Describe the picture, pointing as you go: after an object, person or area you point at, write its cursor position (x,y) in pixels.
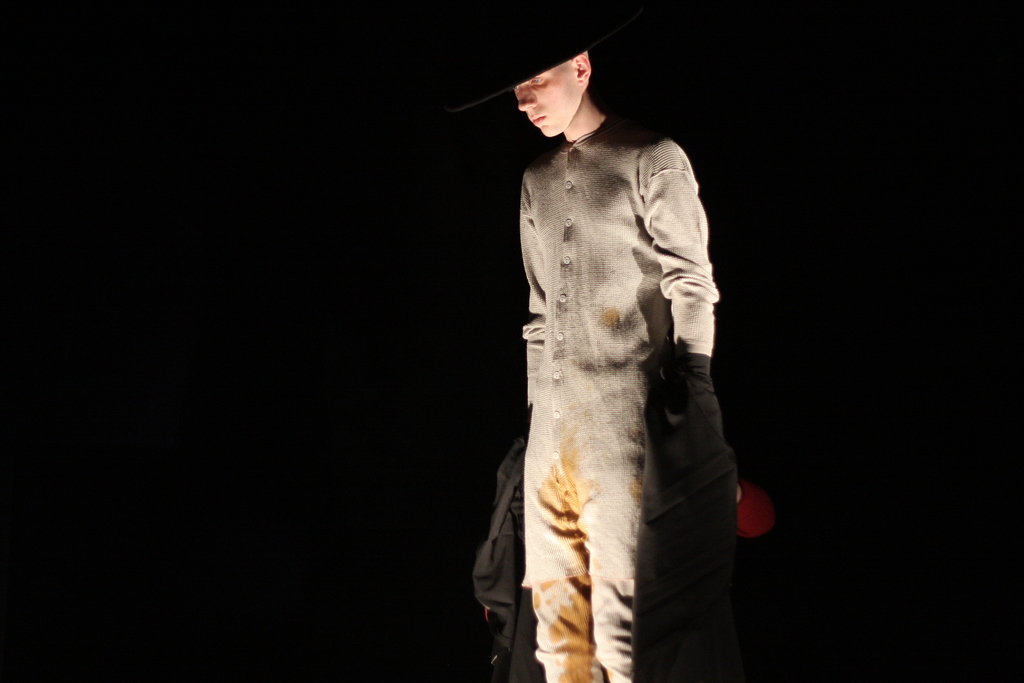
In this picture I can see a person (515,84) standing, and there is dark background (1006,609).
